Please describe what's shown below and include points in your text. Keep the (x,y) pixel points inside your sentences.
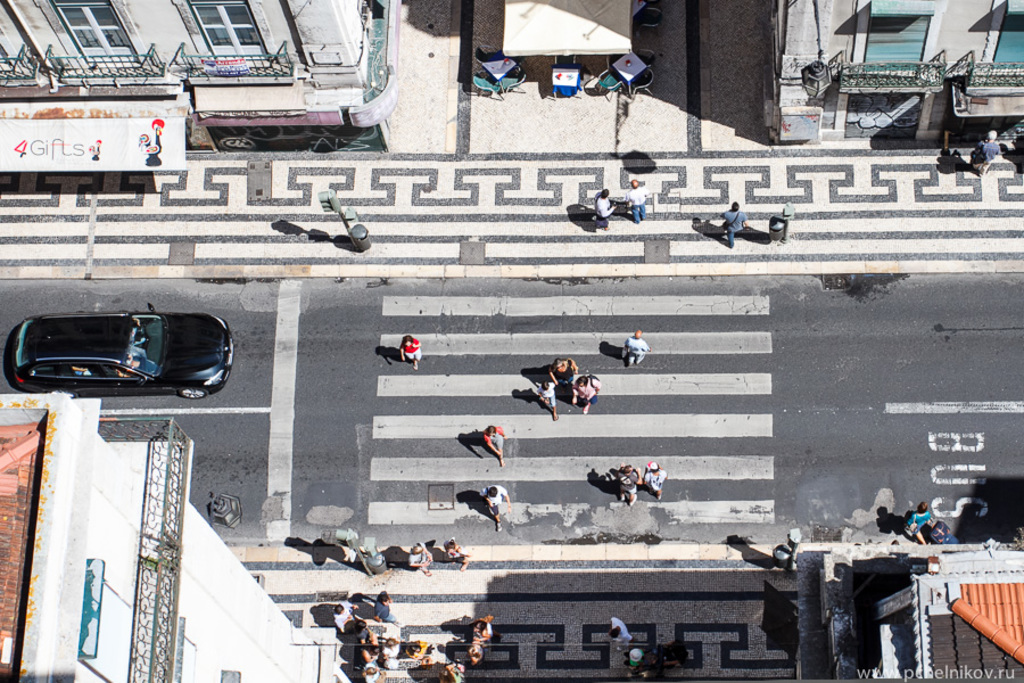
In the picture we can see an aerial view of the road (989,396) with zebra lines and few people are walking on it and on the both the sides of the road (906,400) we can see the path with designs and a part of the buildings (305,663) near it.
